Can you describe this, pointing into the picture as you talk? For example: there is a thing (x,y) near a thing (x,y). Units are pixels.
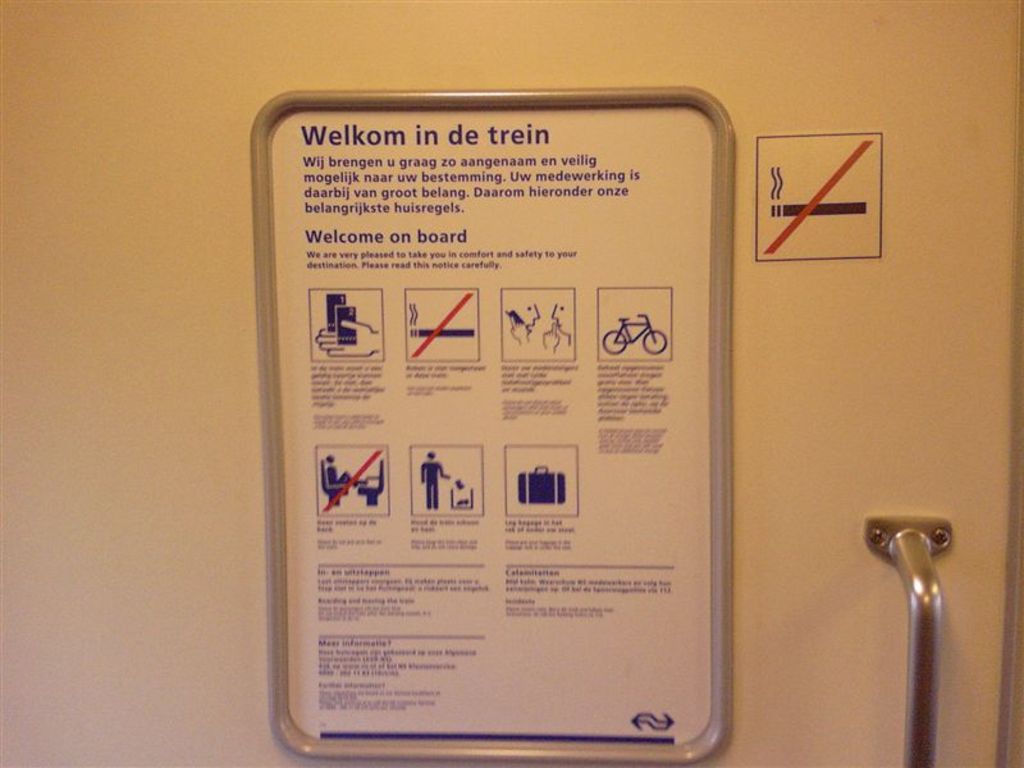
In this picture there is a door (920,388), on the door (927,401) there is a chart (460,478) and sign (816,202). On the right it is handle (925,646).
